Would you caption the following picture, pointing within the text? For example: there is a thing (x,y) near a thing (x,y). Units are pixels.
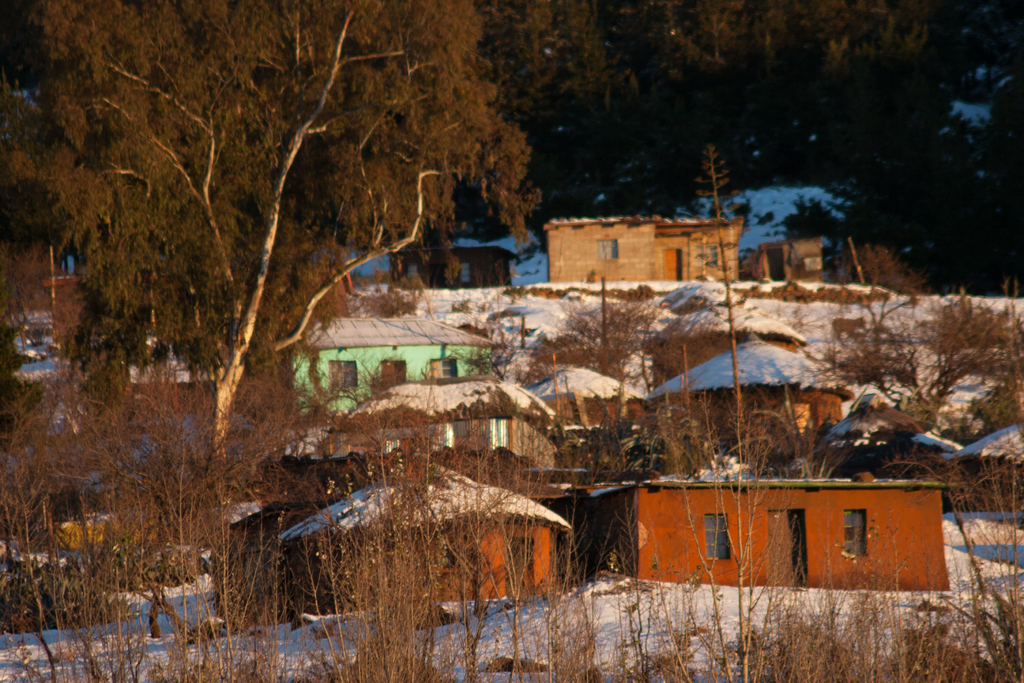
This is an outside view. At the bottom (467,657) there are few plants (775,663). In the middle of the image (410,332) there are few houses (467,513). Here I can see the snow (507,334) on the ground (614,591). In the background (916,71) there are many trees (271,143).
